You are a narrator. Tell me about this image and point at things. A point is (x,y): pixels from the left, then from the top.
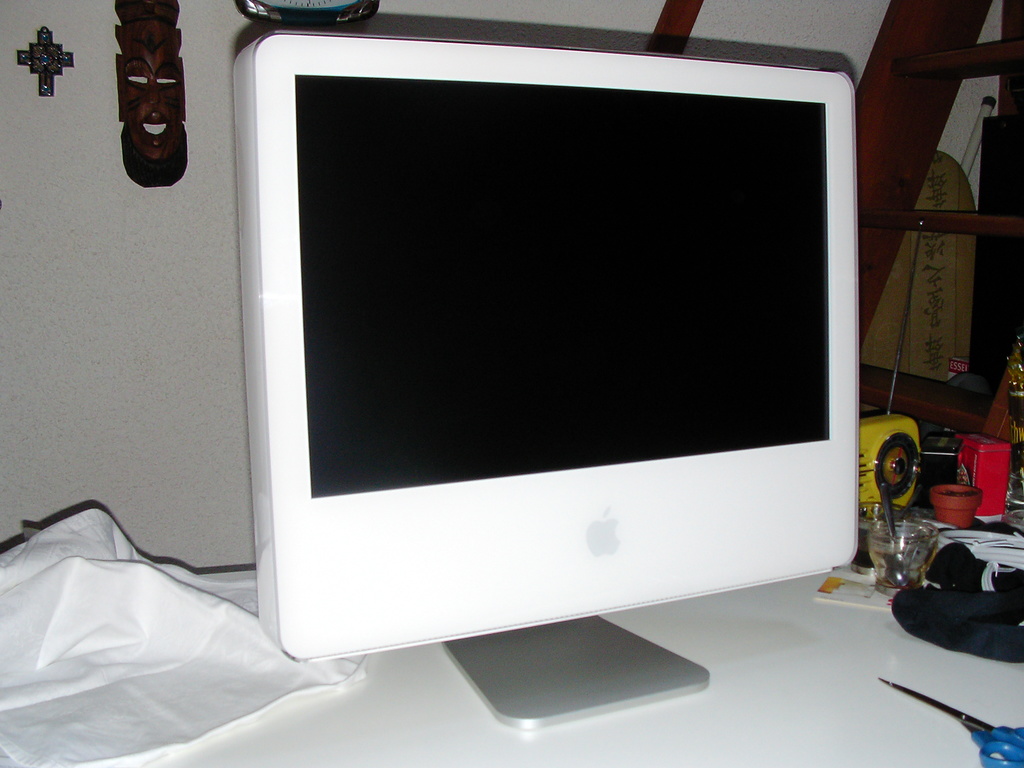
In the picture we can see an apple monitor (698,364) which is placed on the white color table (1000,699) and near it, we can see a scissors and something and on the other side of the monitor (761,166) we can see a white color tissue (50,670) and behind the monitor (289,483) we can see a wall (76,478) with some crafts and some wooden steps (986,406) near the wall (852,48).
